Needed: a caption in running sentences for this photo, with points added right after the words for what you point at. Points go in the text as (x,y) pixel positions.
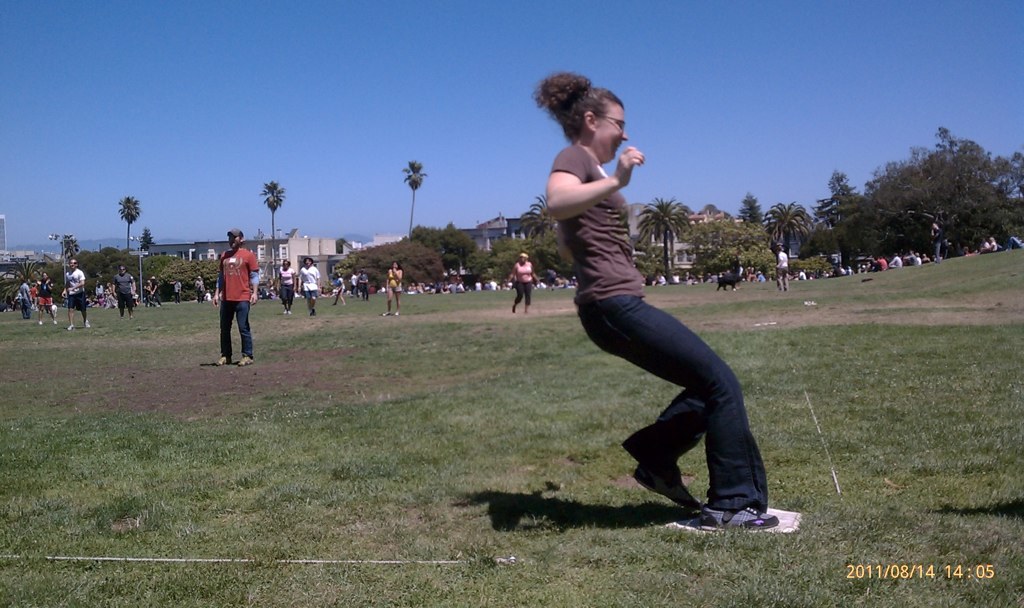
In this image, we can see people (455,289) on the ground (187,597) and in the background (425,255), there are trees (423,232), buildings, poles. At the top (441,126), there is sky (316,83) and at the bottom (906,563), there is some text (887,568).
